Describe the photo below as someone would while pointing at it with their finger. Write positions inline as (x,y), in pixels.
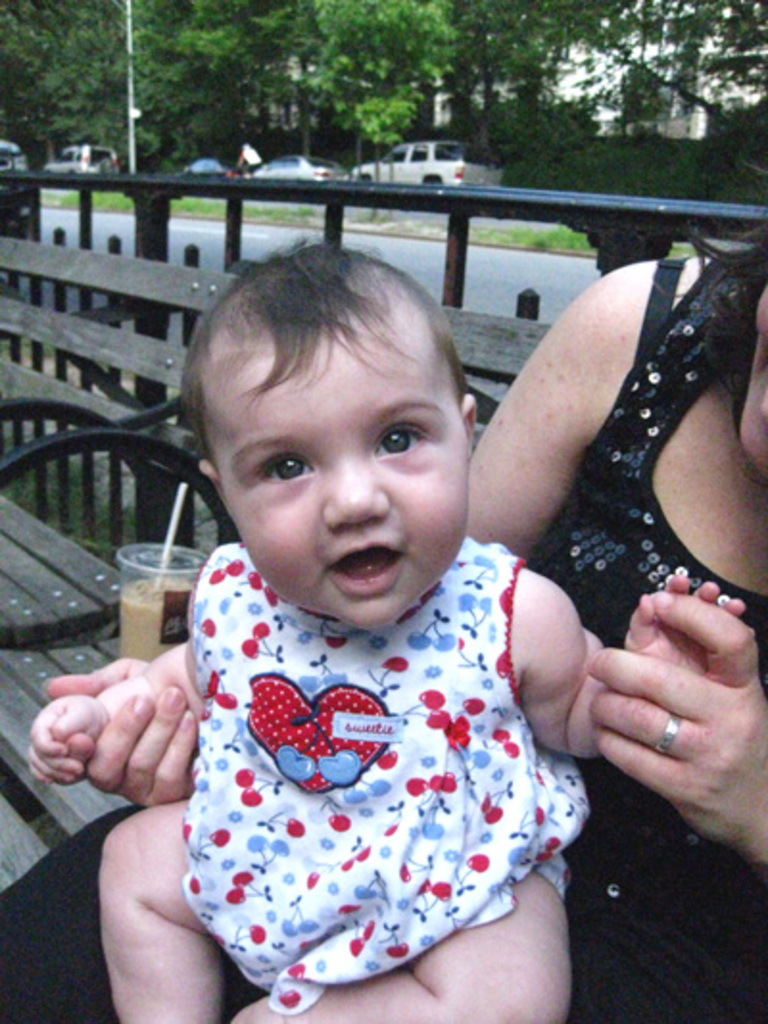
In this image there is one women (613,656) sitting on the right side of this image (607,691) and holding a baby (435,816). There is a glass (166,629) is kept on a bench (57,320) on the left side of this image (109,652), and there is a fencing gate (39,282) in the background (105,306). There are some vehicles (413,183) on the top of this image (311,166) and there are some trees (353,80) in the background (520,76).
